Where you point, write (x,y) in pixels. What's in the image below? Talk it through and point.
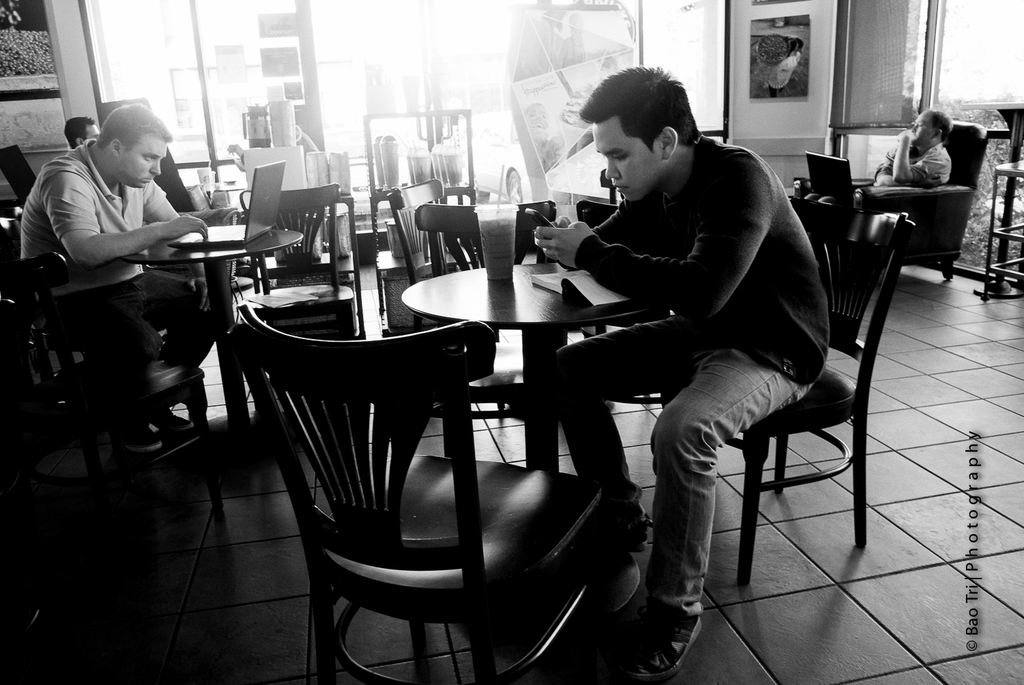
This image is a black and white image. This image is taken indoors. At the bottom of the image (218,622) there is a floor (867,566). In the background (473,85) there is a wall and there is a glass door (488,87). There are a few picture frames (57,60) on the wall (745,98). On the right side of the image (921,180) a man (928,163) is sitting on the couch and there is a railing (1004,249). In the middle of the image (681,334) three men (145,233) are sitting on the chairs (833,384) and there are many empty chairs (319,260) and there are many tables (281,239) with a few things (265,220) on them.
